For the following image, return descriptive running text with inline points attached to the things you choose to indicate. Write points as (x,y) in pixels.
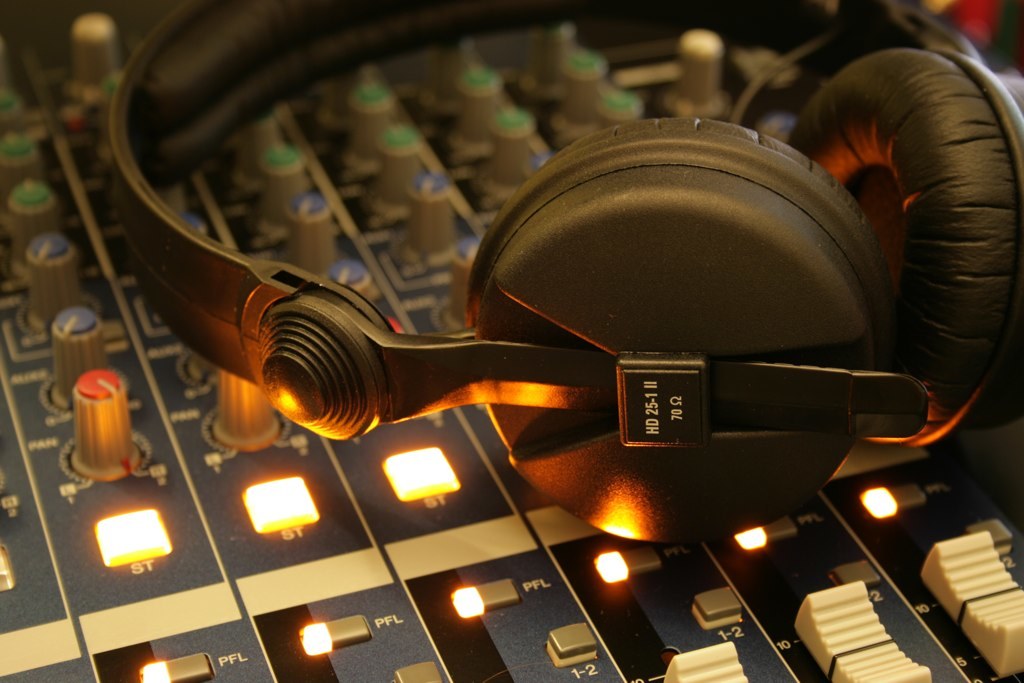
In this image in the foreground (491,318) there is a headset (782,280), and at the bottom (875,504) there are some buttons (136,516) and lights (136,516).
